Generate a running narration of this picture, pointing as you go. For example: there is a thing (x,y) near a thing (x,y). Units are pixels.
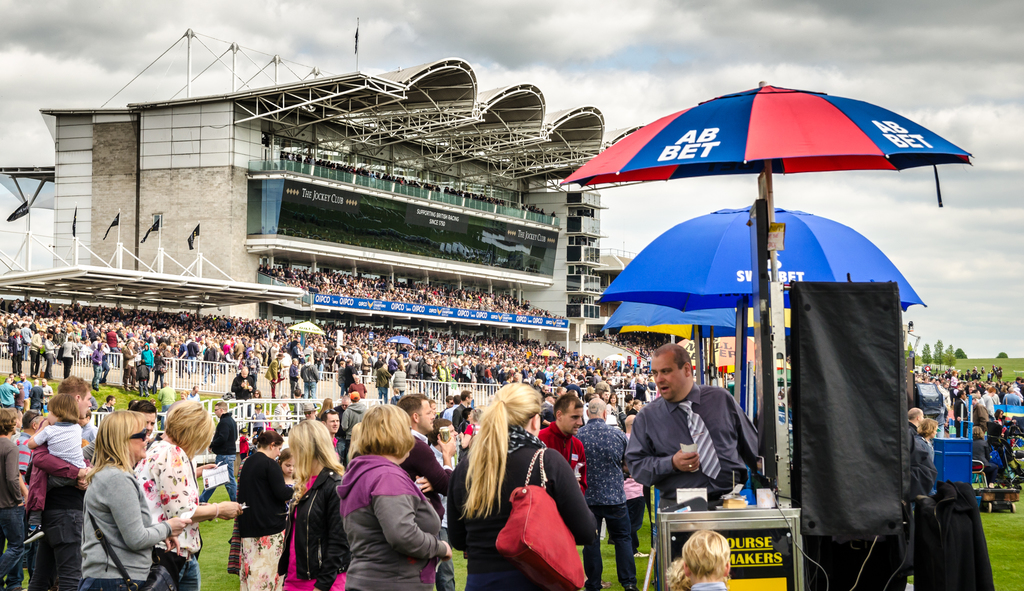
At the top of the image (689,33) we can see sky (545,23) with clouds (631,44), iron grill (374,95), building (269,178), advertisement (519,236), flags (158,223), flag posts (198,266), spectators (475,358) and iron bars (27,265). At the bottom of the image (578,461) we can see parasols (808,220), crowd (373,447), ground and trees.
